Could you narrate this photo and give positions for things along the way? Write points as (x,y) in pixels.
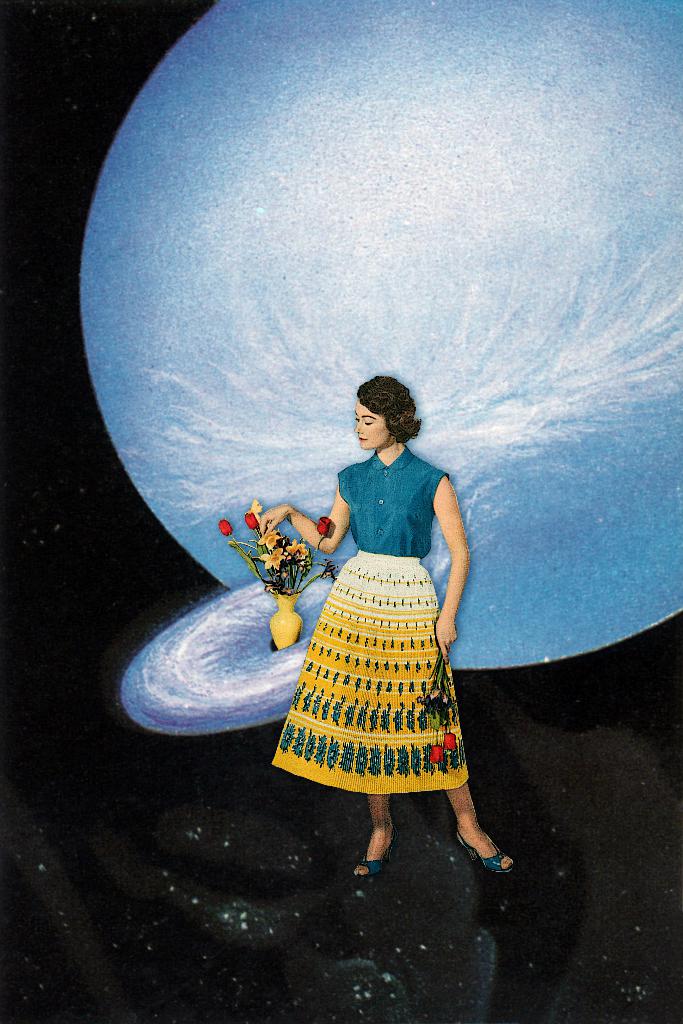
This is an edited picture. In the picture there is a woman (343,624) and a flower vase (280,621). In the background (248,386) there are planets (272,357). The picture has dark background (23,266).
